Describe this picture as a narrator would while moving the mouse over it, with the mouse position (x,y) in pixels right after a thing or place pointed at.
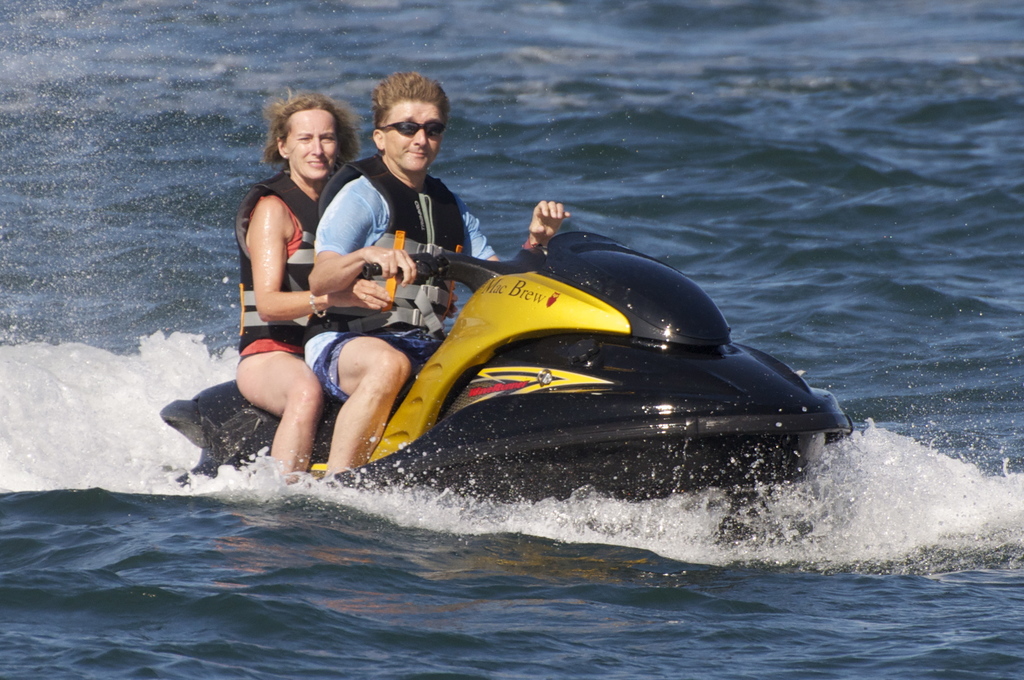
In this image we can see a lady (268,282) and a man (438,210) riding on a jet ski (533,366), on the water (212,541).
